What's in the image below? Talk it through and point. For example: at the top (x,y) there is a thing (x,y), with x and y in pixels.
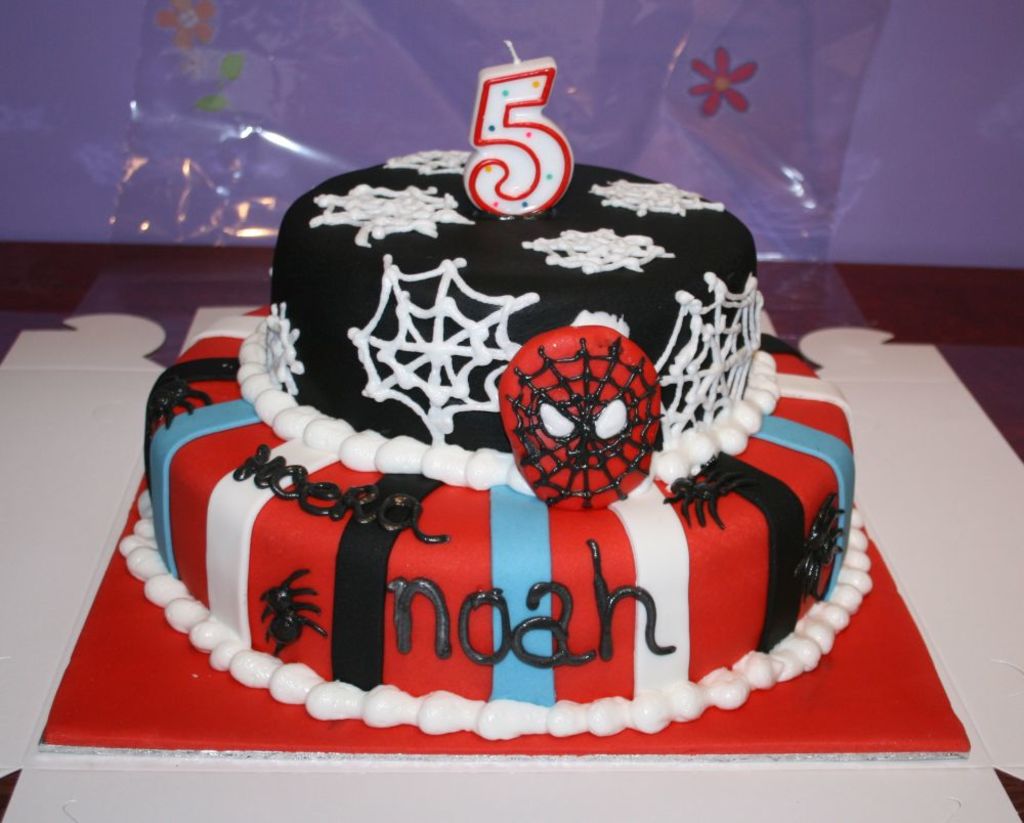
In this image there is a step cake (414,452) on which there is a number candle (525,183). At the bottom (39,568) there is a cardboard box (48,500). In the background (178,124) there is a plastic cover (376,66). There is a spiderman mask (549,393) on the cake (568,416).
